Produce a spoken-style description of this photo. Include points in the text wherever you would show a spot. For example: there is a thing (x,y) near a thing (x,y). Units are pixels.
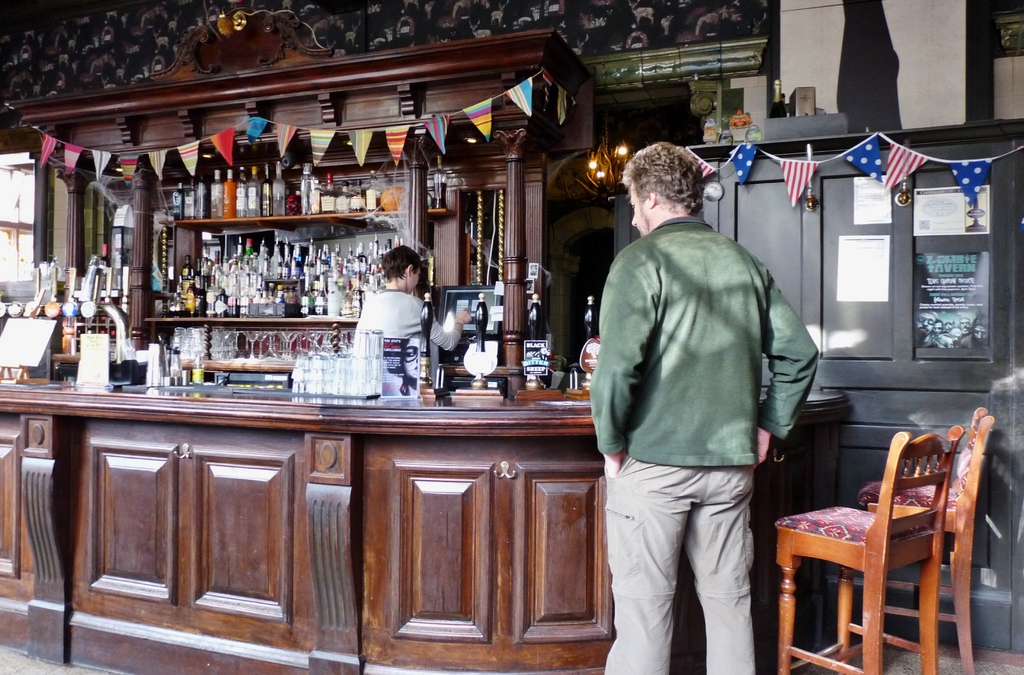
There is bar counter (361,417) with a bartender (393,284) using the screen (457,324). There are some bottles (215,315) at a shelf (253,268) and there are few bottles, glasses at the bar counter table (347,409). A man (674,342) standing with a green color sweatshirt (607,413) looking at the bartender (395,297). There are two chairs (856,527) beside him.
